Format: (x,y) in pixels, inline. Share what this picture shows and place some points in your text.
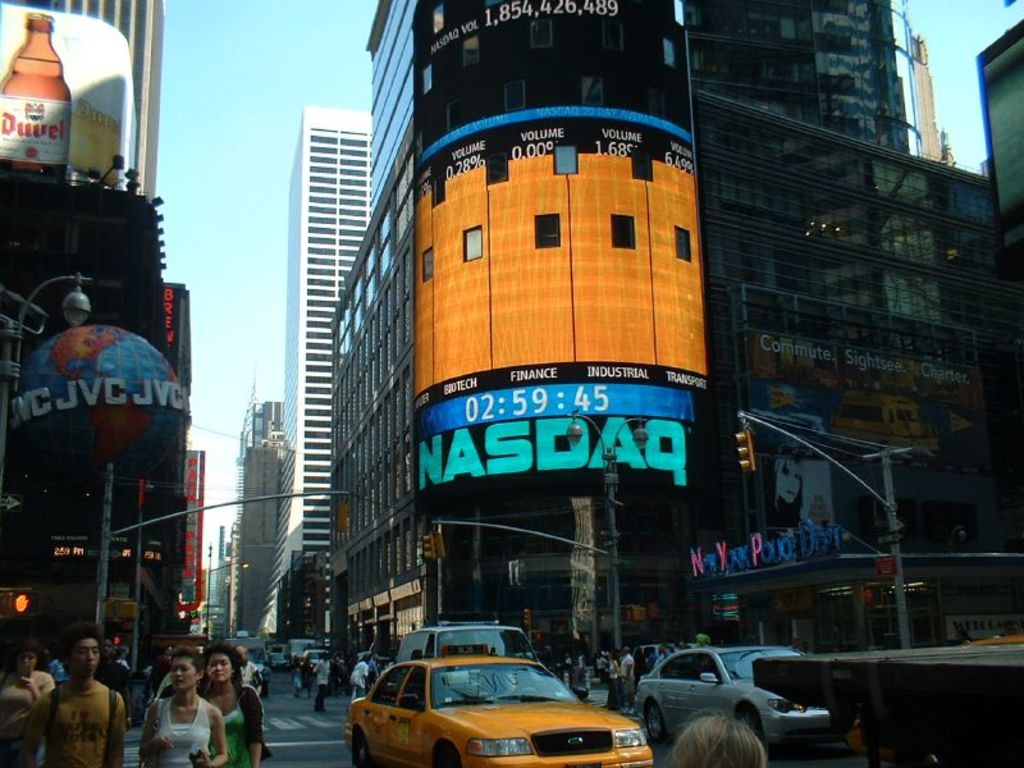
This image consists of buildings (311,272) and skyscrapers (292,443). At the bottom (131,749), there is a road (325,751). On which there are cars (642,751) and many people (95,704) walking. At the top (257,57), there is a sky (234,112).
